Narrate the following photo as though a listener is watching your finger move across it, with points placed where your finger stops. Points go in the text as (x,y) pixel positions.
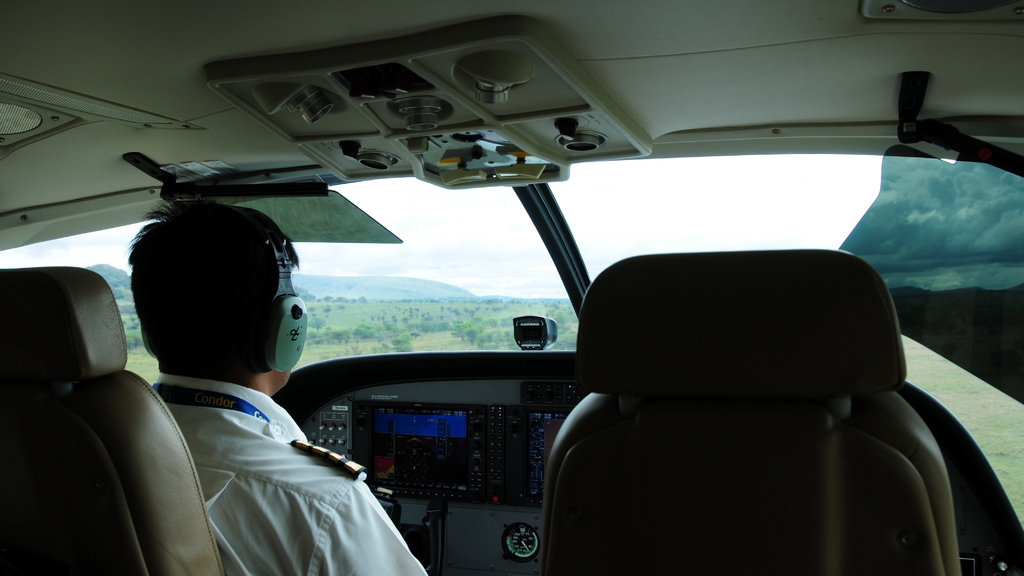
In this image I can see a person (267,431) sitting in the aircraft (519,368). In the background (479,296), I can see the trees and clouds (670,209) in the sky (609,217).
